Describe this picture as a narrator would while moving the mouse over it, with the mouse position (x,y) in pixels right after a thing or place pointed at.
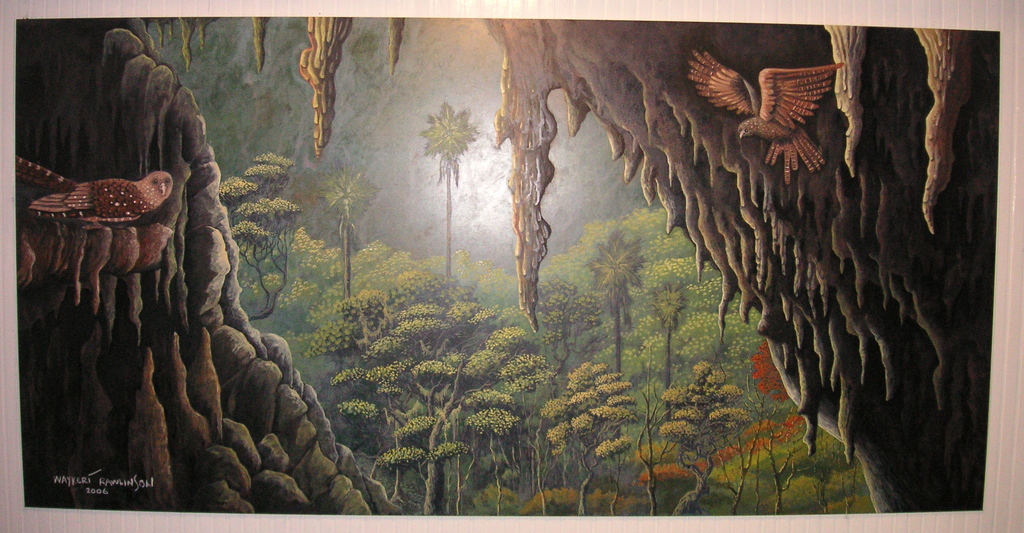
This image looks like a photo frame, in which I can see a bird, trees (343,339), grass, text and stones (548,144).
